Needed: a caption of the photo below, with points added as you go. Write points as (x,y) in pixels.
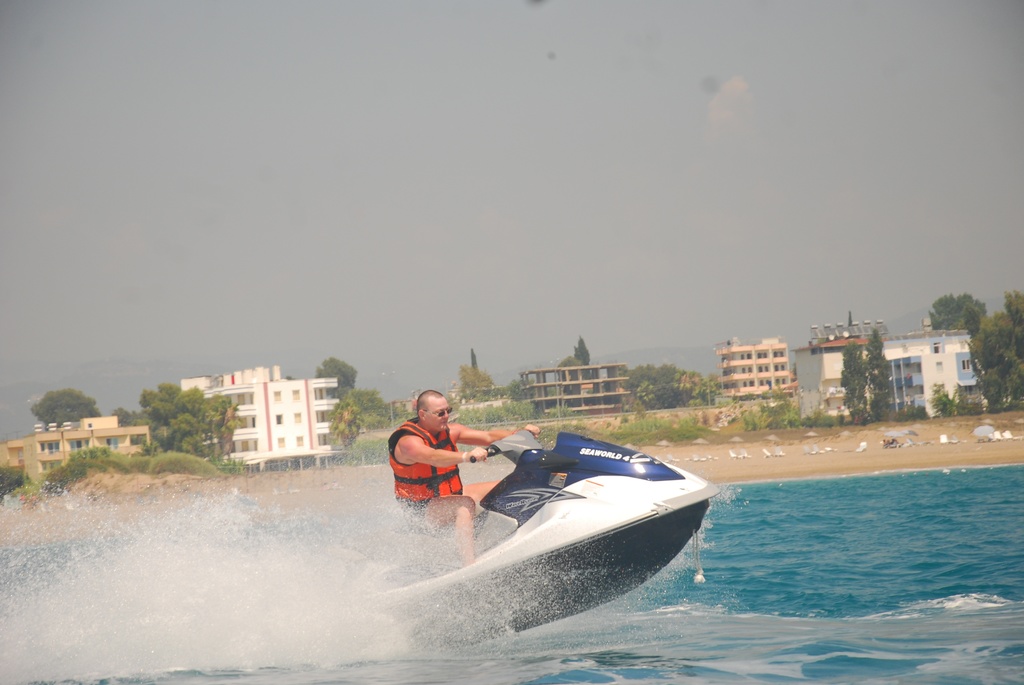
In this image in the center (431,448) there is a man (433,495) surfing on a boat (516,521) on the water (636,603). In the background (206,411) there are trees (684,371), buildings (754,362) and the sky (504,178) is cloudy.
